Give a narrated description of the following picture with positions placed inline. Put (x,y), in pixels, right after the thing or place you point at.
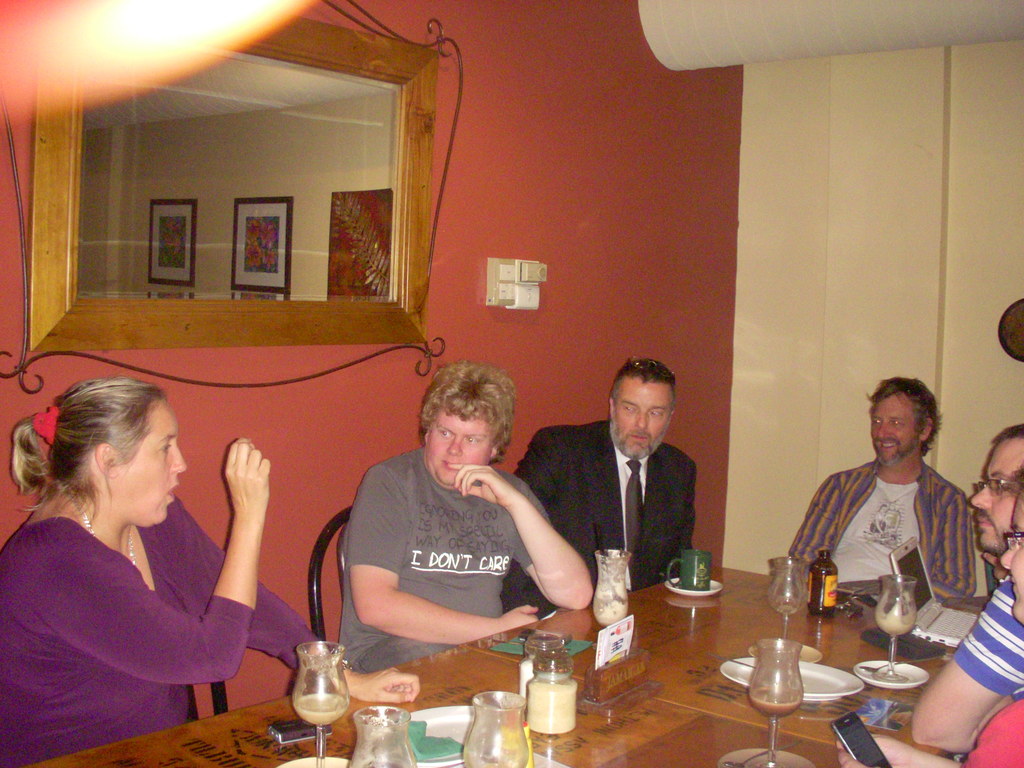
This image is taken in a dining hall (758,517). All the persons (363,666) are sitting around the table (680,693). On the table (718,690) there are some glasses (779,672), a cup (694,588), plates (708,591) etc. There are three persons (179,672) sitting towards the left (74,433) and another three (815,523) are sitting towards the right (964,739). The person (191,539) towards the left (117,556), she is wearing a purple dress (39,607) and a red band (56,435) and she is holding something. The person (1003,729) towards the right (1004,732), she is wearing a red T shirt (993,739) and holding a phone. In the background (350,178) there is a mirror (223,206) and some frames (342,298) can be seen through it and a switch board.
